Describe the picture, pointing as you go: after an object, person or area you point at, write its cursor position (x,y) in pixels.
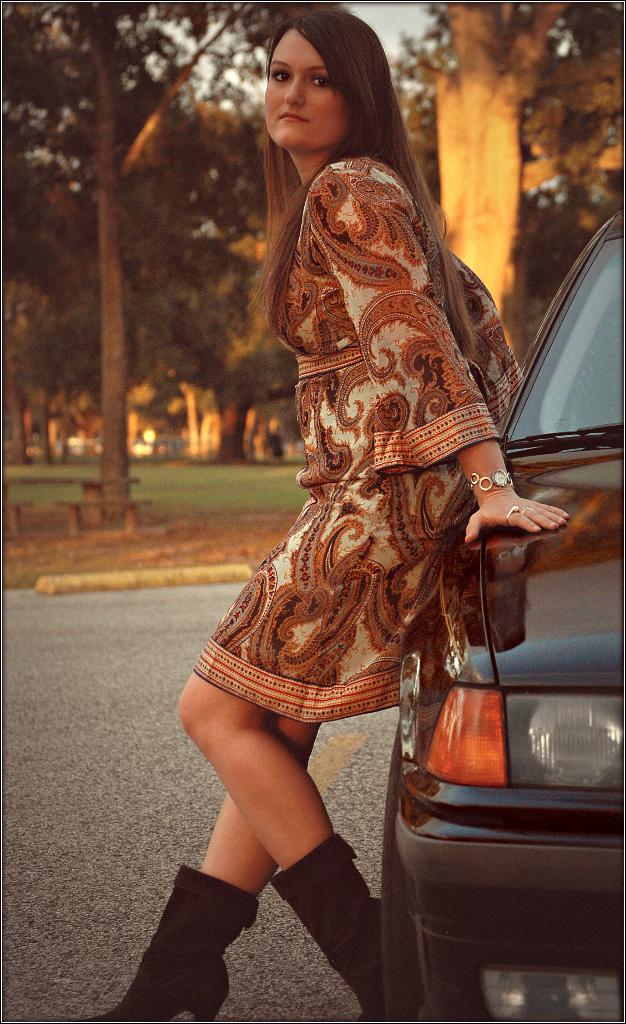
As we can see in the image there is a black color car (613,711) and a woman (423,393) standing over here. In the background (240,441) there is grass (191,469) and trees (184,240).
